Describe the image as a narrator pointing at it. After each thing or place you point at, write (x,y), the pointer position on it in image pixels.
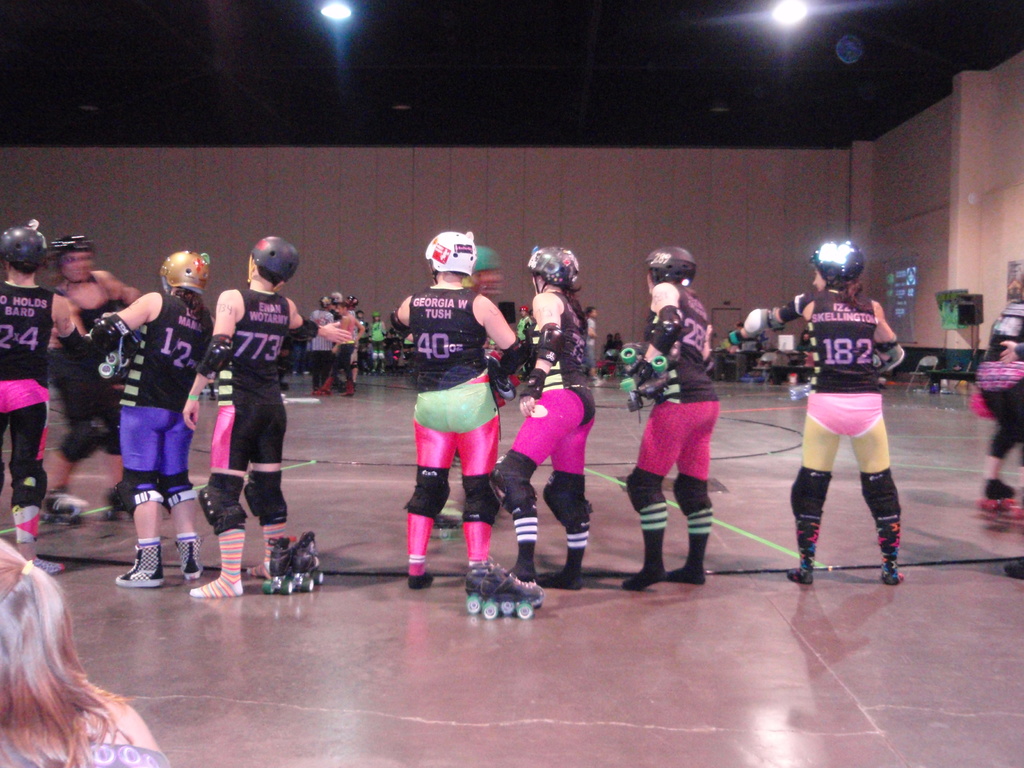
In this picture there are people (181,491) and we can see floor (746,450). In the background of the image (547,214) we can see wall (829,162), speakers (501,313), lights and objects (952,368).
